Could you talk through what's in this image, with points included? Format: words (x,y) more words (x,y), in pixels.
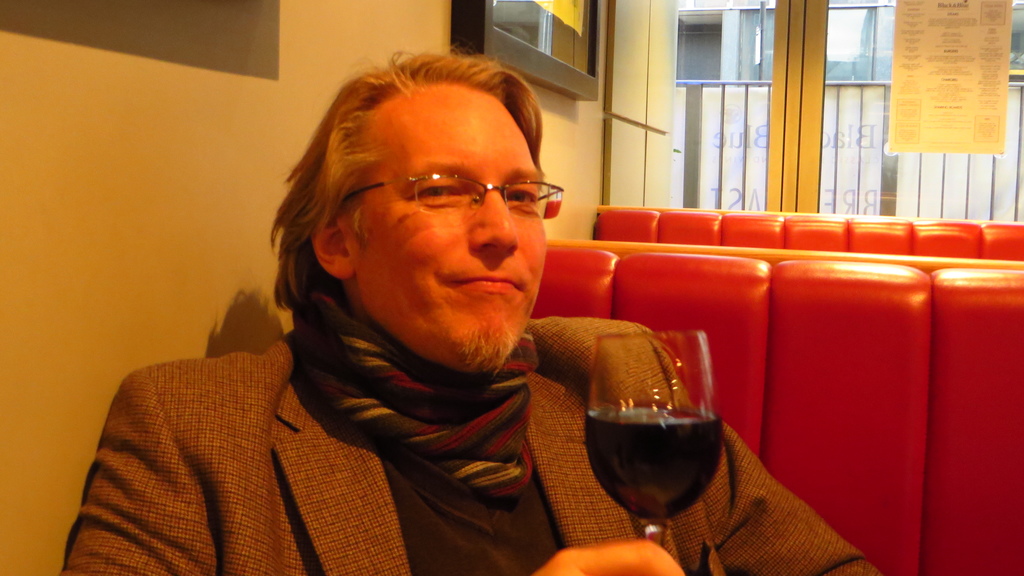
He is a person (670,543) sitting on a chair (885,440). He is wearing a suit (263,444) and he is holding a glass (650,349) of wine (639,473) in his right hand (578,564).
